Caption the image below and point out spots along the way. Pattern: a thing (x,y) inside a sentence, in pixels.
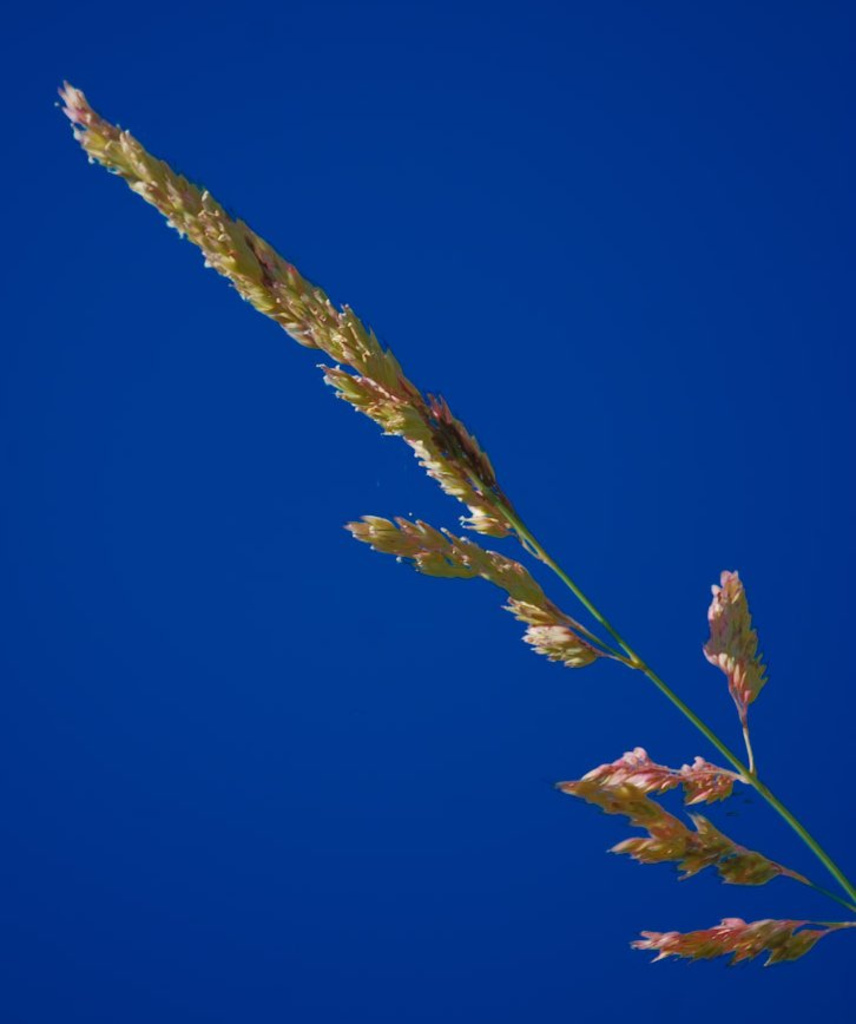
In this picture we can see the plant (739,881). At the top (712,198) there is a sky (647,104).
